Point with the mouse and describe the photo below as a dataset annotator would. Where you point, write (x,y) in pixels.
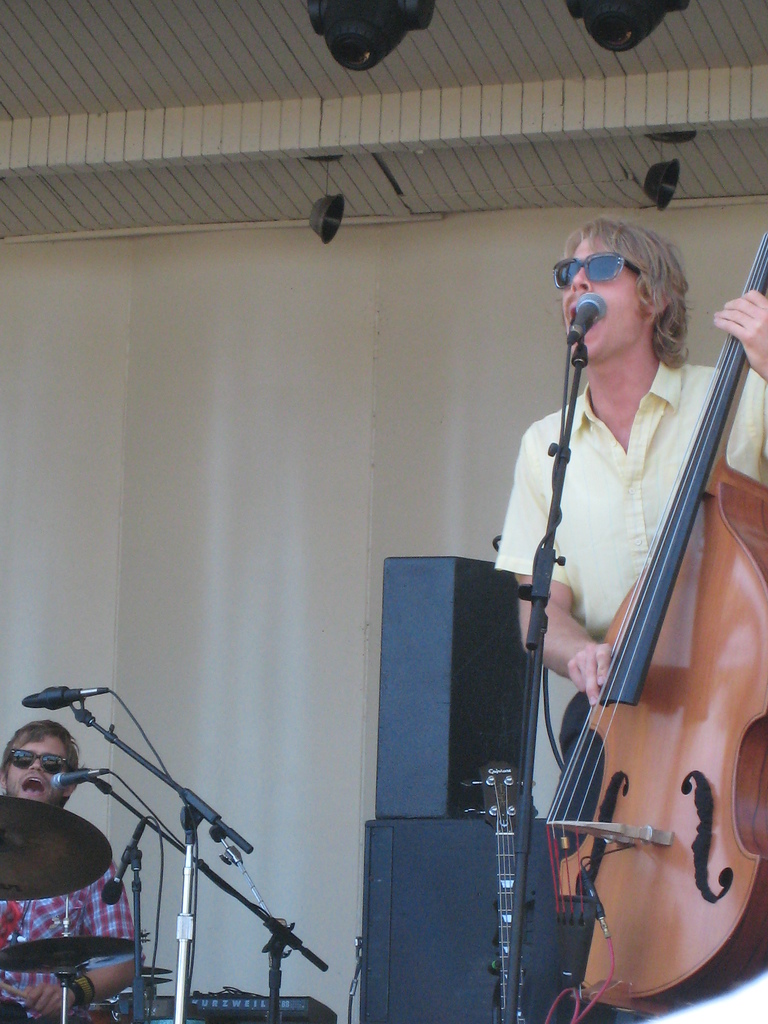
In this image I can see a man (678,356) is standing and holding a musical instrument (745,832). In the background (30,783) I can see another person (49,788) is sitting next to a drum set (23,947). I can also see mics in front of them.
